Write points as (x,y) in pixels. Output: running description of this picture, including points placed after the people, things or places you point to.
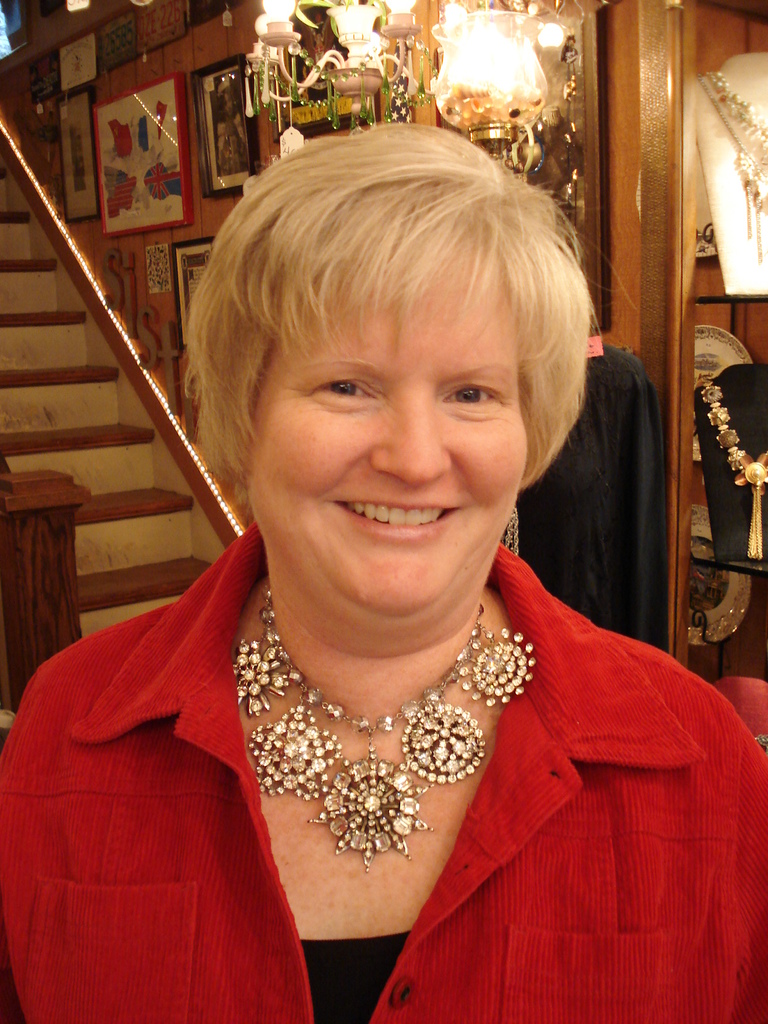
In front of the picture, we see a woman (397,587) in the red and the black dress (502,913) is wearing the necklace (318,784). She is smiling and she might be posing for the photo. Behind her, we see the staircase (109,434). Beside that, we see a wooden wall (197,195) on which many photo frames (204,180) are placed. On the right side (725,432), we see the necklaces (713,389). At the top (505,35), we see the lights (459,107).
